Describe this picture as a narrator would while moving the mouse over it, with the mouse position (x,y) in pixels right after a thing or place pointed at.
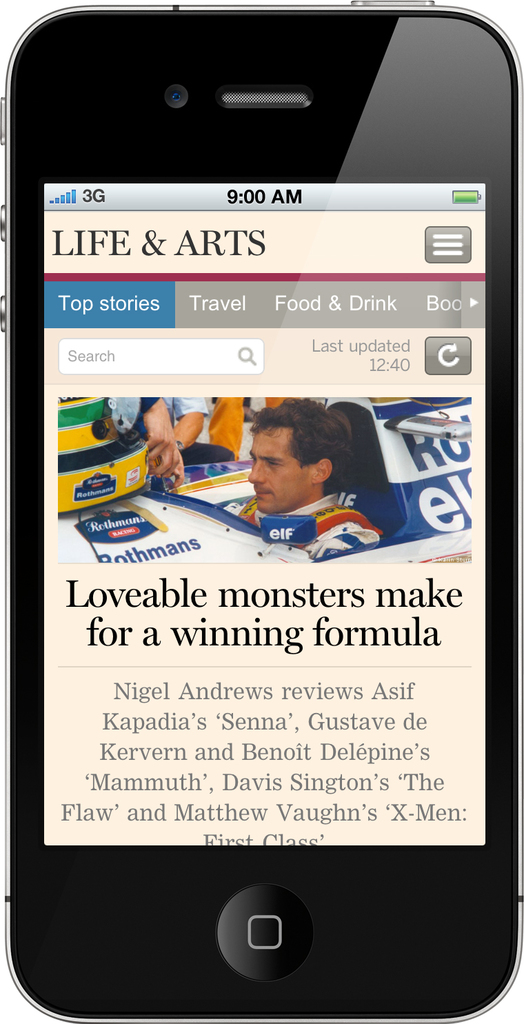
Here in this picture we can see a mobile phone (307,313) present and on its screen (100,390) we can see a news (463,829) present with a person's image (276,510) and we can see some text (315,626) present over there.
